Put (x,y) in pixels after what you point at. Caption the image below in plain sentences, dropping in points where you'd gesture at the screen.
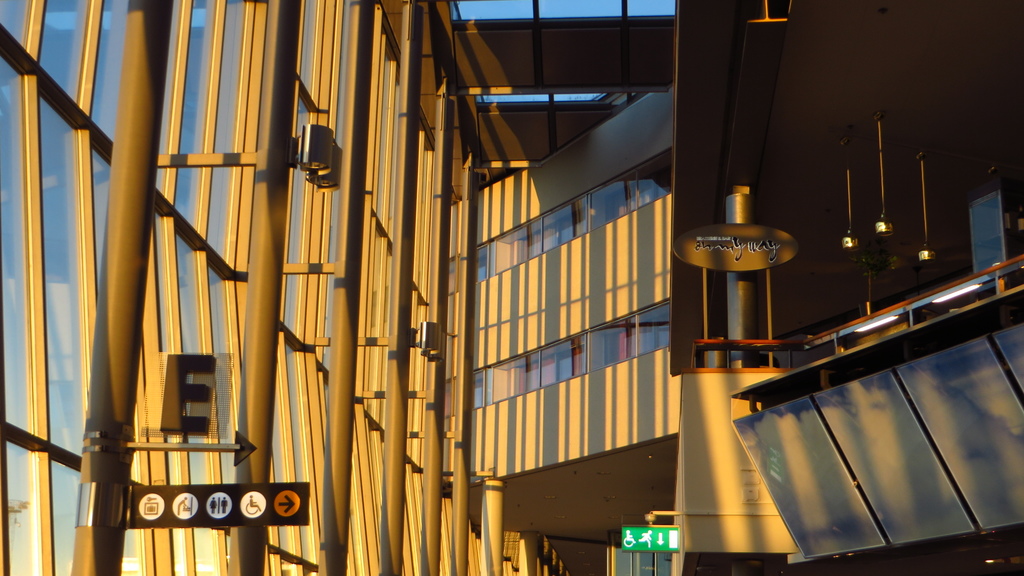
This image is taken inside the building (433,301). On the left (272,490) we can see the direction board (211,508). We can also see a green color direction board (643,528). Image also consists of lights (923,254).
